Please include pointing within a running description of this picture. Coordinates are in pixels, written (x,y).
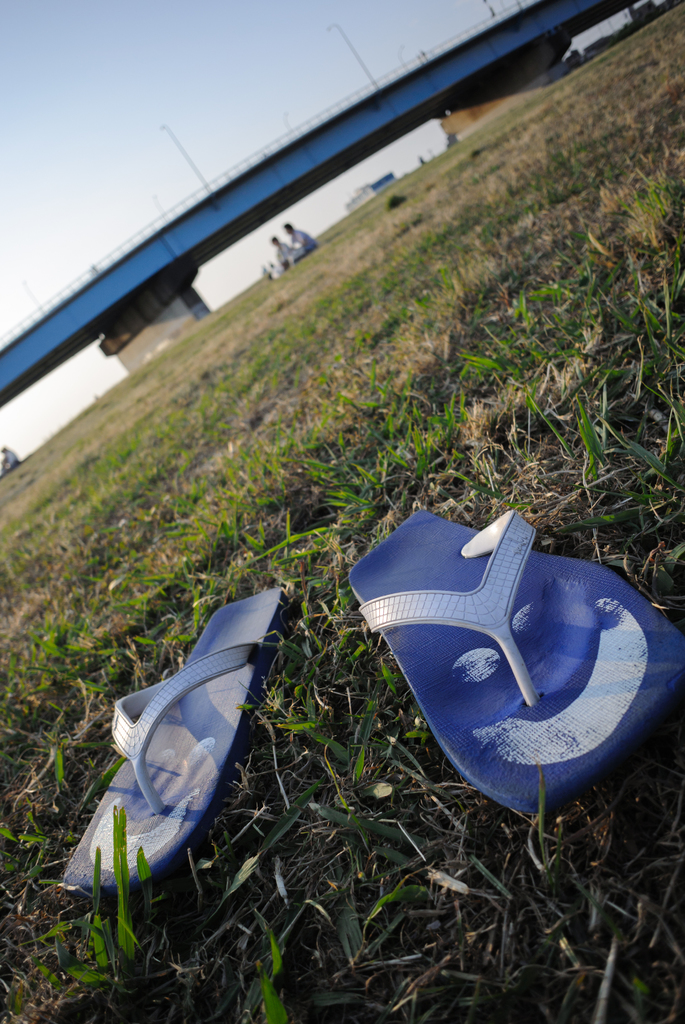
In the picture we can see a grass surface (56,796) on it we can see one pair of foot wear (449,701) which is blue in color and far away from it we can see two people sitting on the grass surface (39,590) and behind them we can see a bridge (229,192) with railing (194,205) and some poles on it and in the background (5,88) we can see a sky (43,301).
